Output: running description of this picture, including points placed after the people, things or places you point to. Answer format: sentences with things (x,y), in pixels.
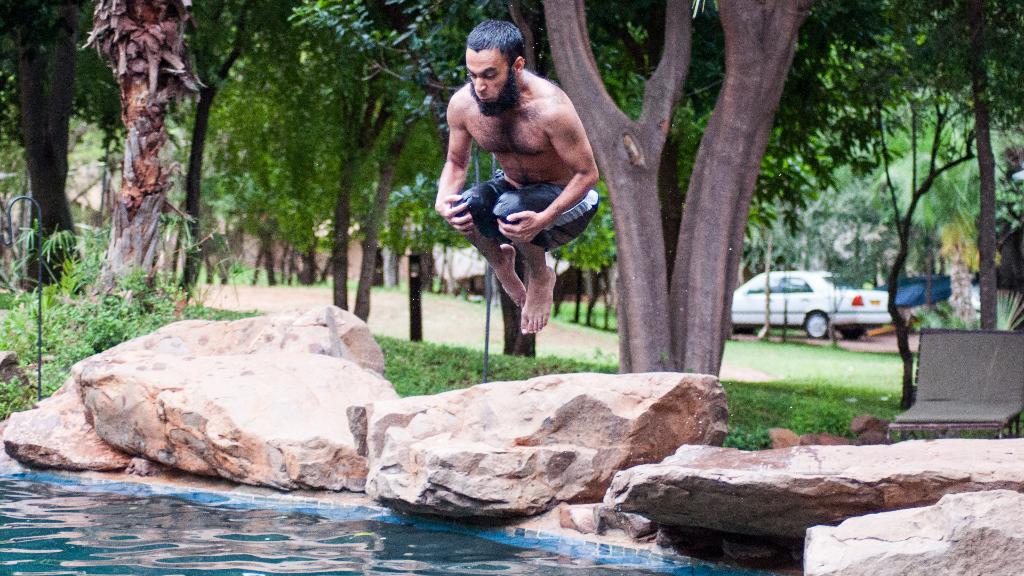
In this image I can see the person (541,159) in the air. I can also see the water (224,566) and few rocks (540,415). In the background (805,279) I can see the vehicle (811,311) in white color and I can also see few trees (308,160) in green color.
